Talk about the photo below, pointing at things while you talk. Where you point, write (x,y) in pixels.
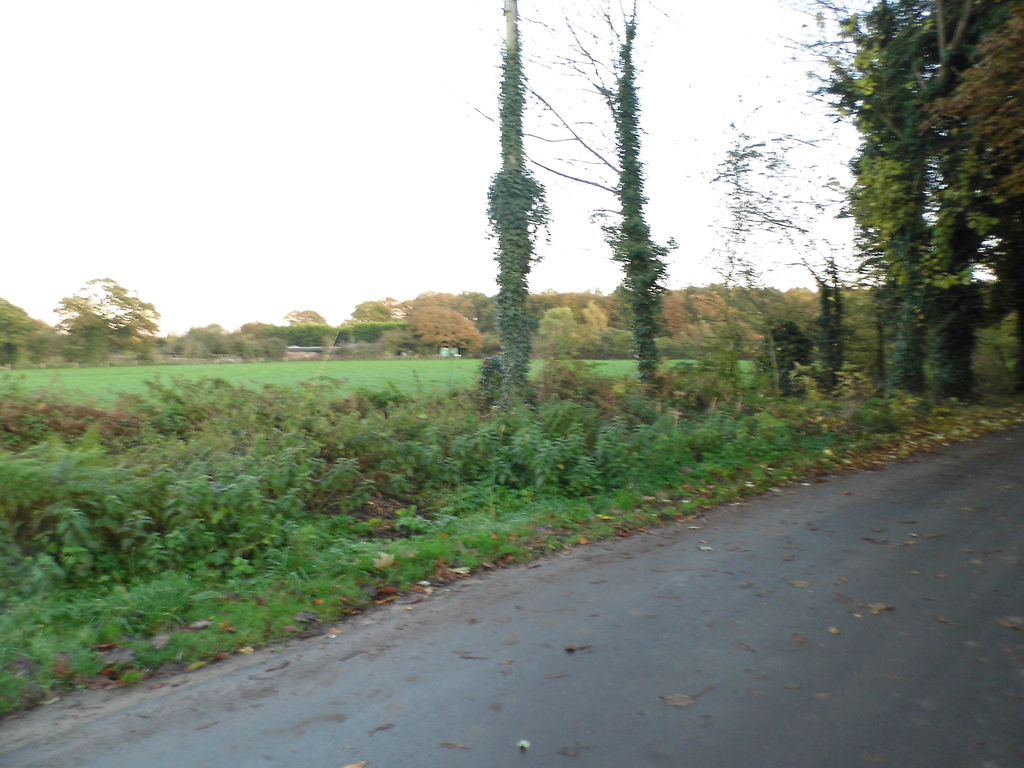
In this picture I can see road (701,596). There are plants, trees (1023,378), and in the background (394,63) there is the sky (759,51).
